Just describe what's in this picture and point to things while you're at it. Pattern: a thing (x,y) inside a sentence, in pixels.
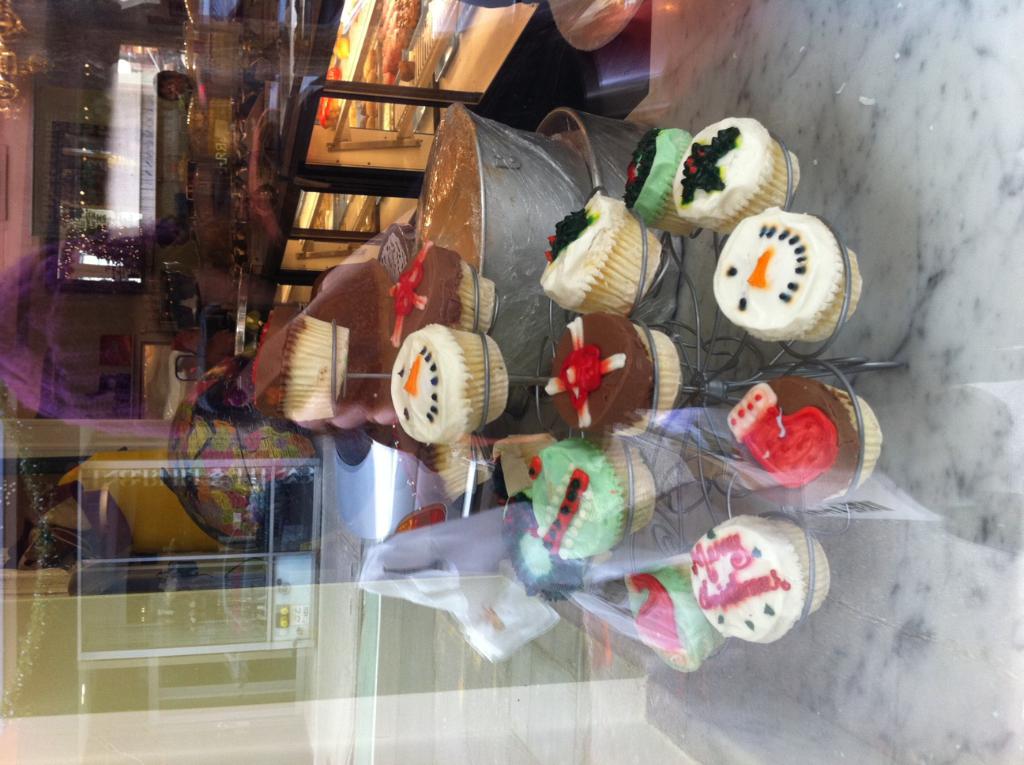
There are different cupcakes (584,383) on a stand (758,381). In the back (539,216) there is a big vessel (507,190) with some item (470,199). In the background (293,164) there is a cupboard (301,127) with a platform (298,70) and a glass wall (324,135). In that there are racks (388,145) with some items (411,80). And it is looking blurred in the background (72,503).
